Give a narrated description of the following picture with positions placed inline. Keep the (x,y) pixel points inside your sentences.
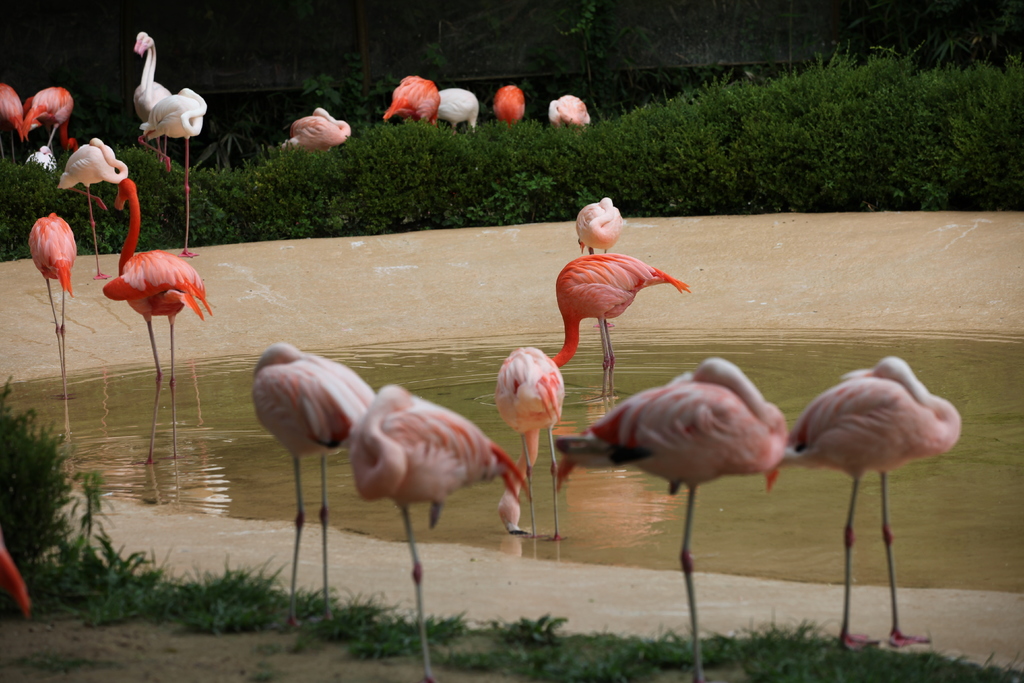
As we can see in the image there is water (736,342), flamingos (544,419), grass (238,591) and plants (378,112).
